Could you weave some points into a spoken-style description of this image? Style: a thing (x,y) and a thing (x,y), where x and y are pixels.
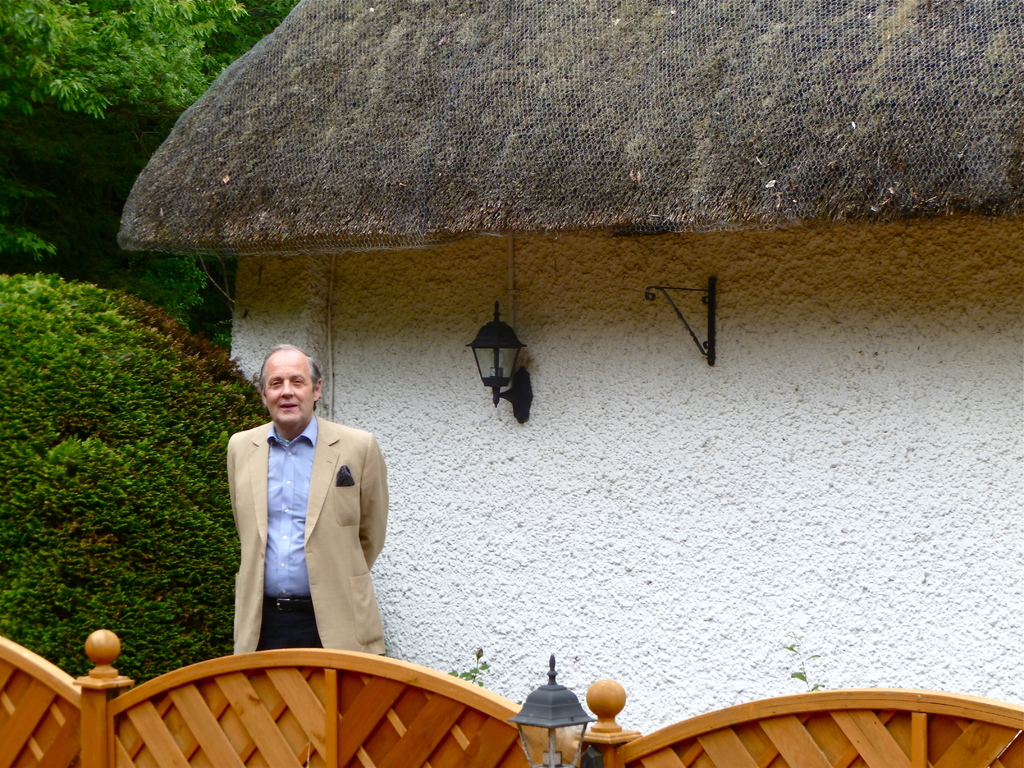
In the center of the image (360,451) we can see one man (272,507) standing and he is smiling, which we can see on his face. At the bottom of the image (292,675), there is a fence (401,709) and one lamp (575,721). In the background (520,228) we can see trees (117,73), one house (731,460), wall (830,392), roof (542,28) and lamp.
